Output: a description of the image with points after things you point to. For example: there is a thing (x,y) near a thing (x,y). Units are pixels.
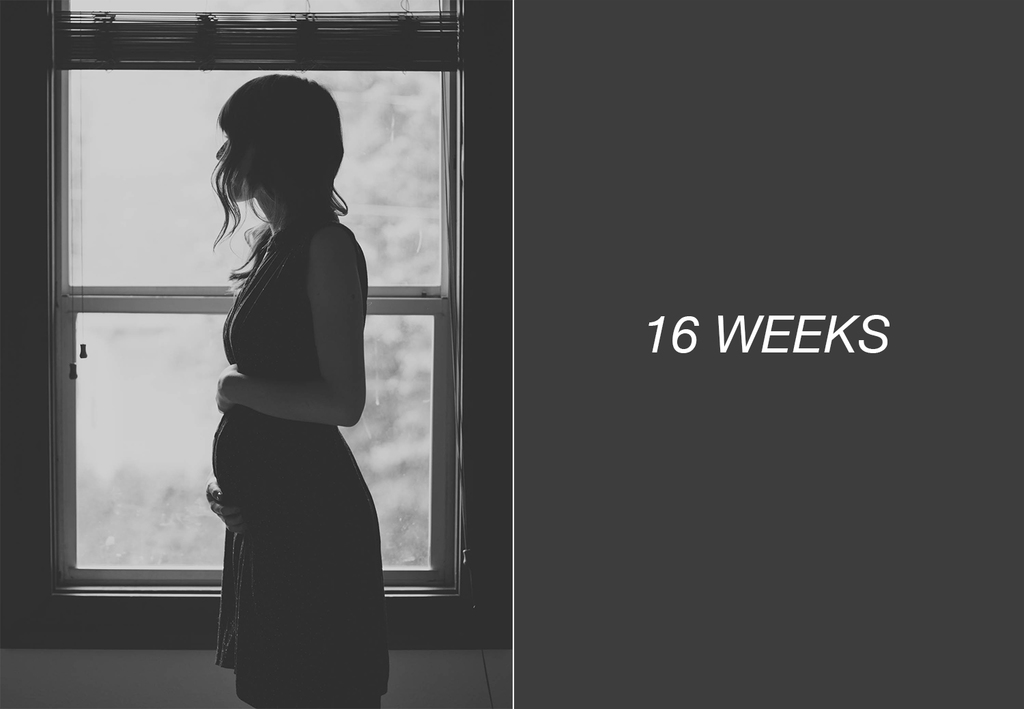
In this image we can see a woman (313,268) standing near the window (240,203) and there is text (768,340) and numbers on the right side (732,348).
